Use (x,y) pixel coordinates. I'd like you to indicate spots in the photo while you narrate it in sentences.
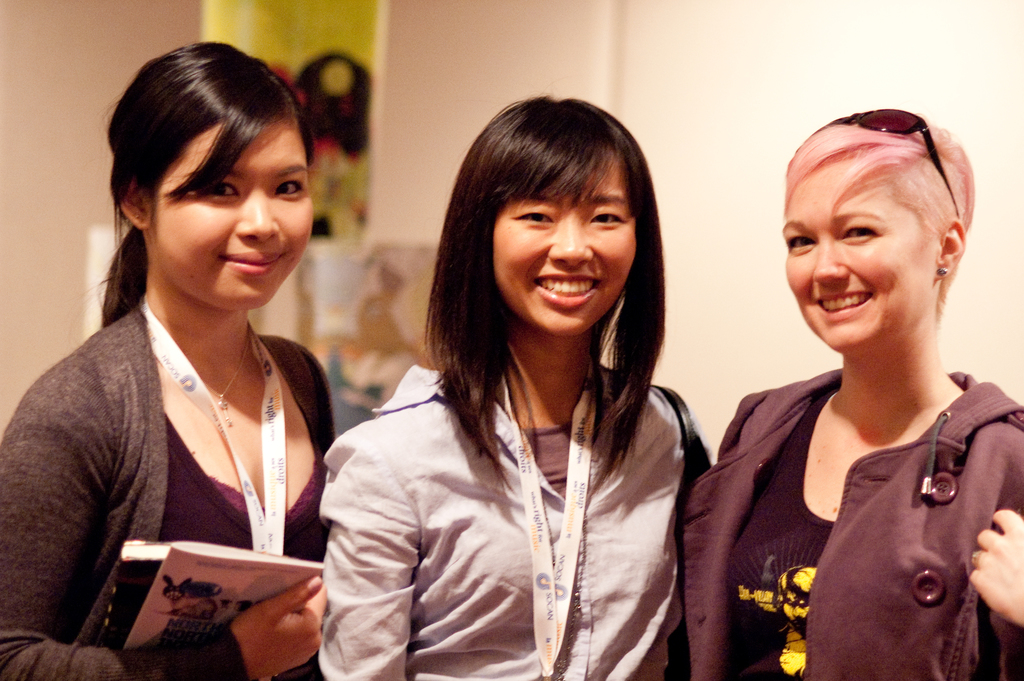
In the image we can see there are women (488,418) standing and there are two women (415,488) wearing id cards (272,490). There is a woman (168,669) holding books (156,607) in her hand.
